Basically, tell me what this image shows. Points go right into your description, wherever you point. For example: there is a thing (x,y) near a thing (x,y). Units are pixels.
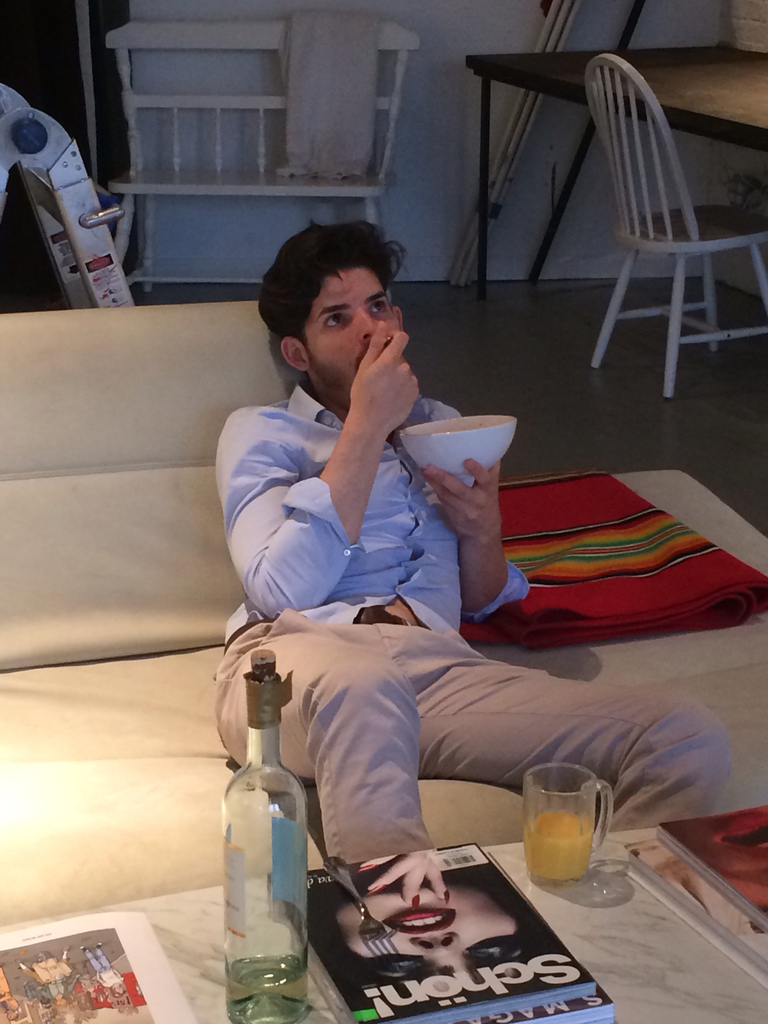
In the center (400,523) we can see one man (322,652) sitting on the couch (1,536) and he is holding bowl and spoon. In front (516,970) there is a table (214,917), on table (211,928) we can see book (328,889), fork (365,906), wine bottle (280,889), glass (551,817) and paper (115,1015). In the background (374,65) there is a bench (178,156), table (563,76), chair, pipe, wall (453,75) and blanket (572,582).
